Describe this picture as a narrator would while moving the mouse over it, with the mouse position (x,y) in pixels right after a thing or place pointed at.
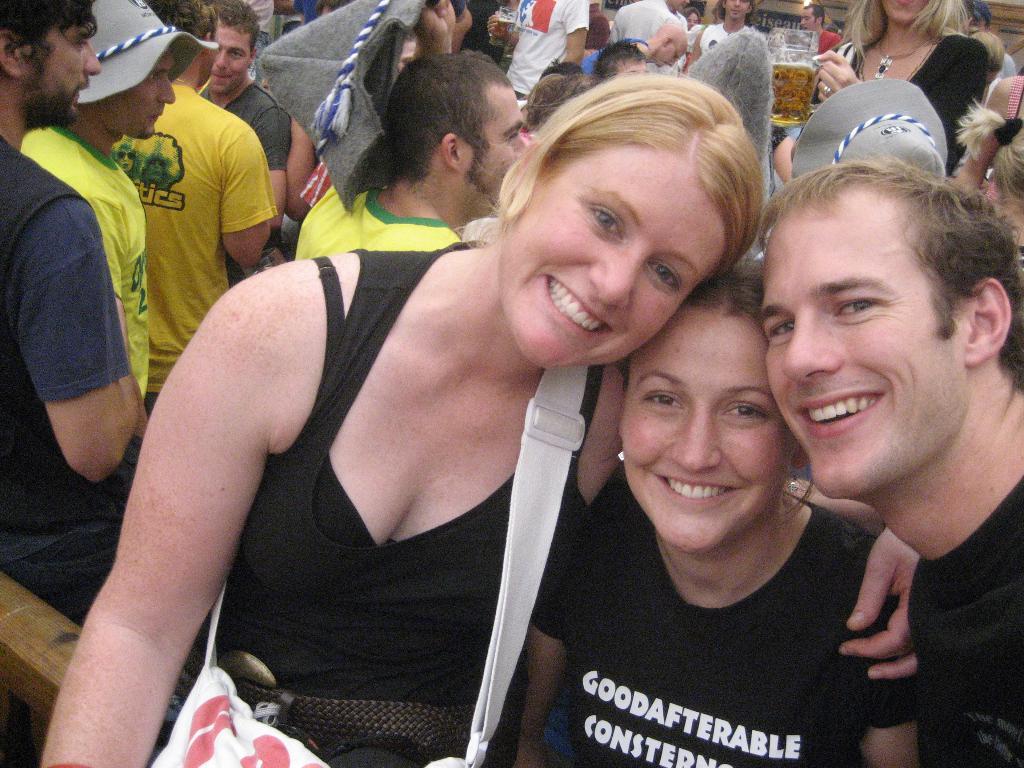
This picture seems to be clicked outside. In the foreground (818,204) we can see the three persons (612,417) wearing black color dresses (689,645), smiling and seems to be sitting and we can see a white color sling bag (234,728). In the background (134,141) we can see the group of persons (885,97) and a person (896,28) holding a mug (797,50) of drink (805,105) and we can see many other objects (140,9).
